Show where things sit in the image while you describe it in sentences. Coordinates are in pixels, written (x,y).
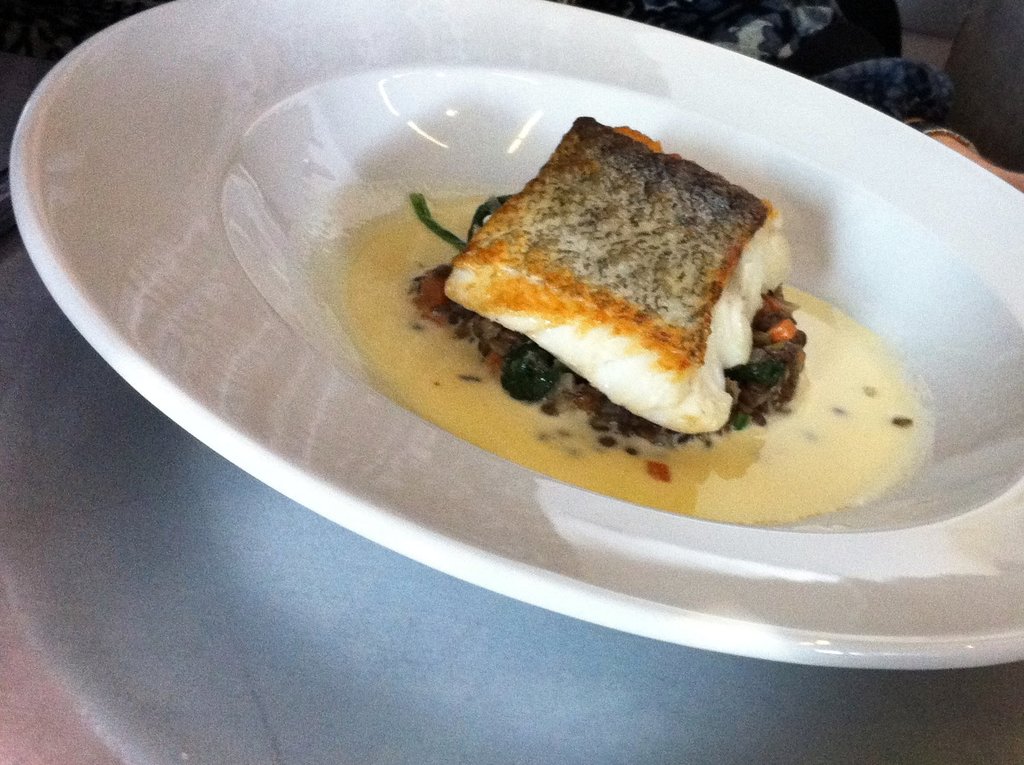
In this image I can see the plate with food (456,261). The plate (350,361) is in white color and the food (547,402) is in yellow, black and cream color. It is on the blue and pink color surface (252,603). To the side I can see some objects (888,69).
